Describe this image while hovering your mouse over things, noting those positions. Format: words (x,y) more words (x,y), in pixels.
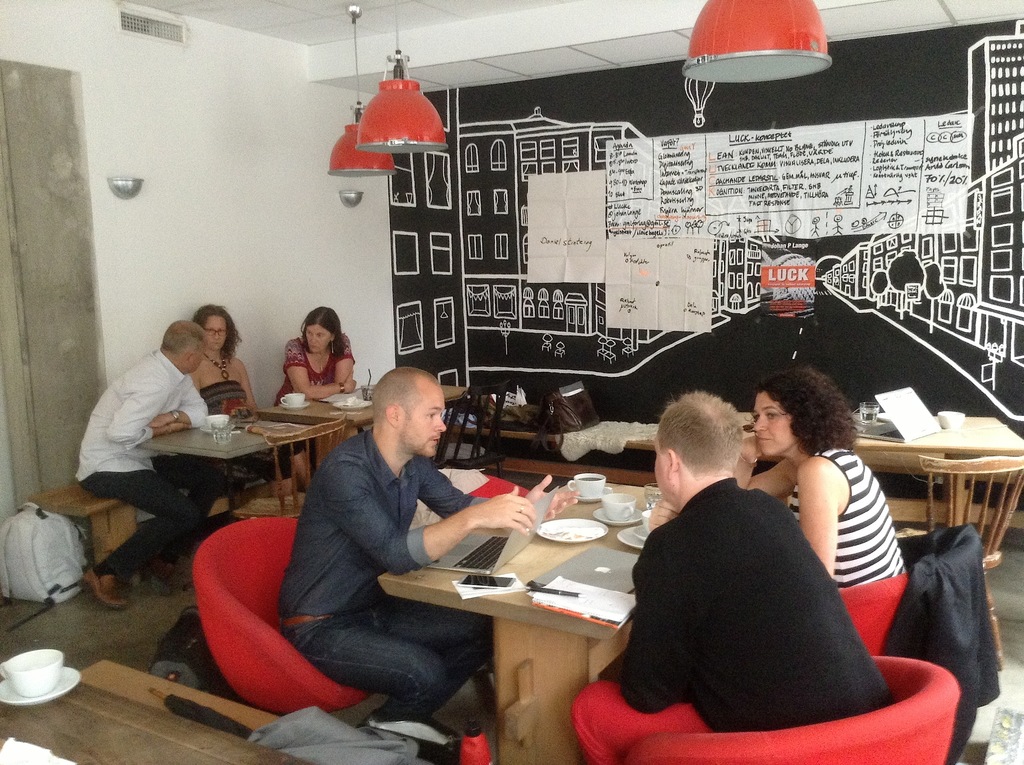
In this Image I see number of people (346,335) who are sitting on chairs (291,459) and there are tables (1008,428) and there are few things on it. In the background (998,42) I see the wall (960,31), papers (530,250) and the lights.
